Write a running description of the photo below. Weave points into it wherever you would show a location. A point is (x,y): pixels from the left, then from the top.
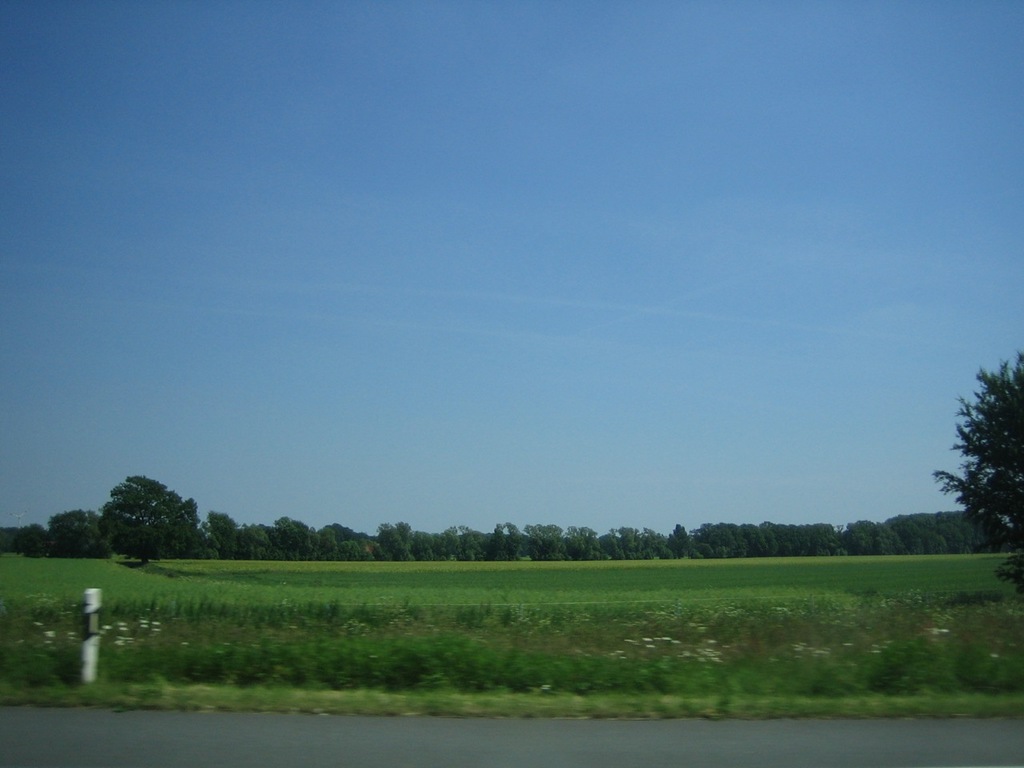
In this picture we can see the road (276,717), pole (89,669), plants (365,632), grass (233,569), trees (970,532) and in the background (268,500) we can see the sky (342,393).
